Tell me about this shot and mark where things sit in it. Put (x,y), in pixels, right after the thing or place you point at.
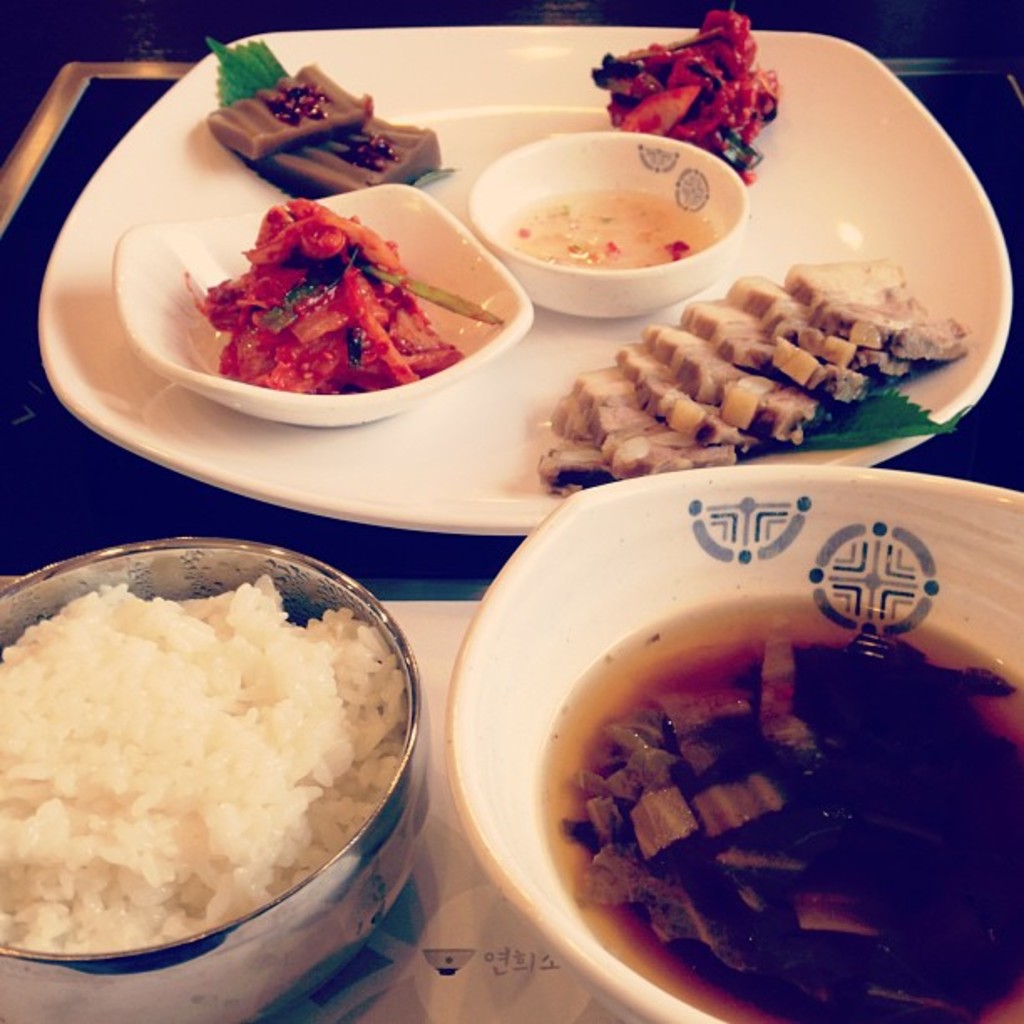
Bottom of the image (240,976) there is a table (16,249), on the table (19,496) there are some plates (924,214) and bowls (196,257) and food (758,694) and rice (15,652).
